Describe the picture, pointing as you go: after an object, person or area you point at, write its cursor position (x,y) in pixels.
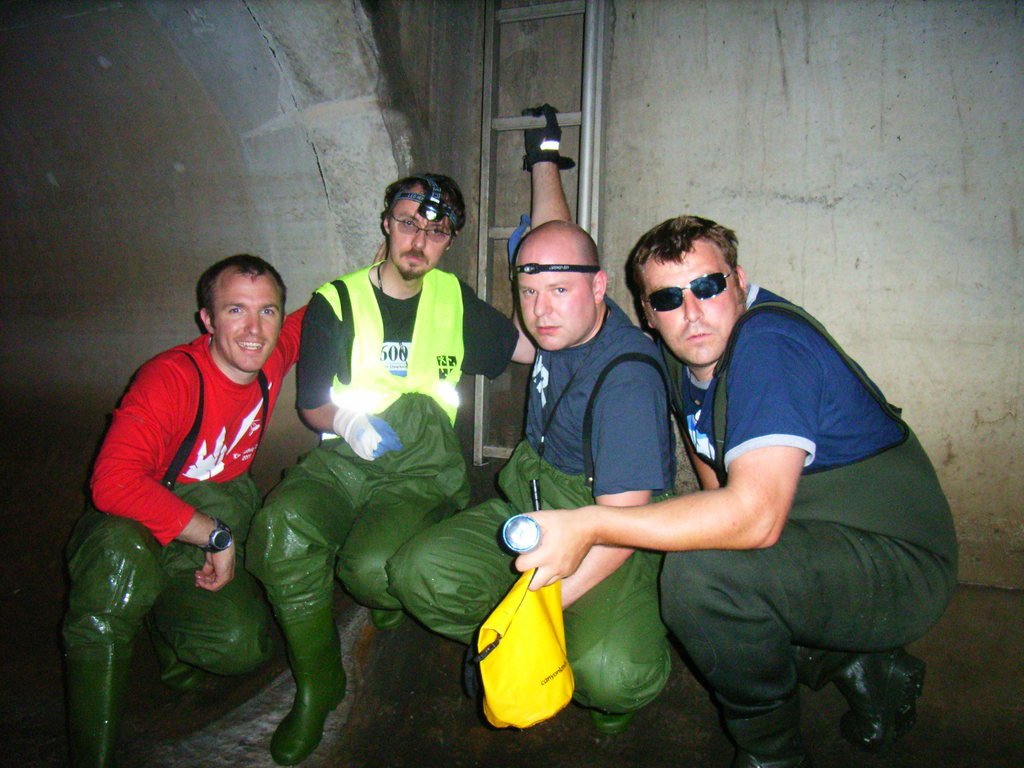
In the picture I can see four men (442,318). There is a man (698,329) on the right side (732,512) is holding a torch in his right hand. I can see a man (375,279) on the left side (336,461) is wearing a safety jacket (440,323) and there is a torch (421,213) on his head (392,191). There is a man (184,351) on the extreme left side (229,401) is wearing a red color T-shirt (216,389) and there is a smile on his face (239,324). I can see a man (581,678) in the middle of the image (627,414) is holding the stainless steel ladder (581,126) which is on the wall (547,86).
